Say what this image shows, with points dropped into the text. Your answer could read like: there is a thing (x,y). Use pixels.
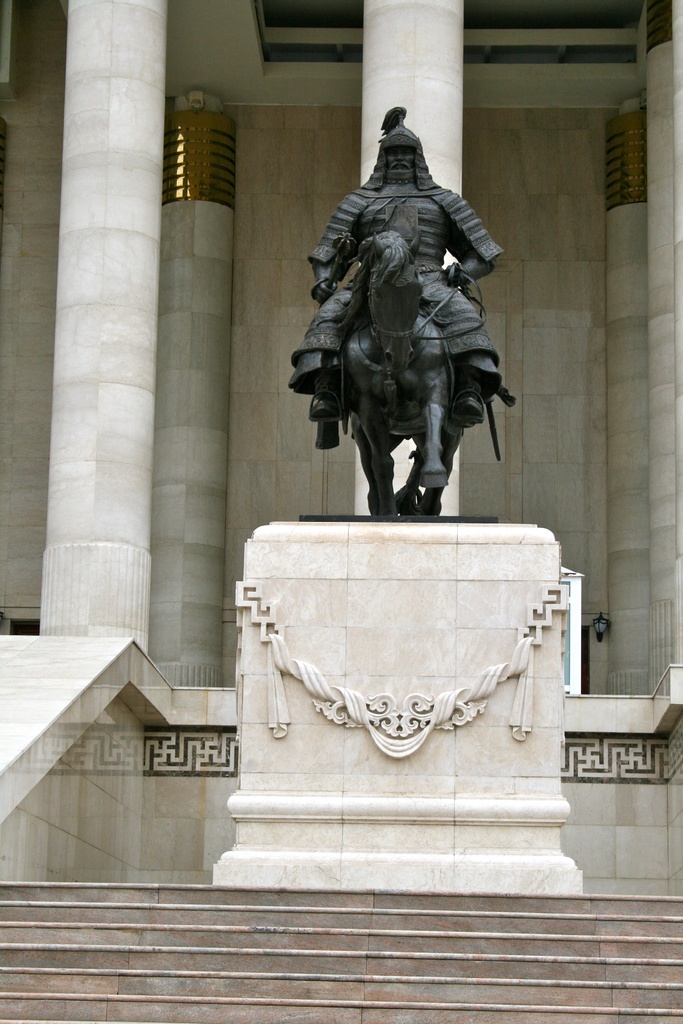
In this image we can see a statue (425,254) of a person (466,319) sitting on the horse (387,453), back of this statue (469,385) there are pillars (450,110) of the building (638,601). At the bottom (149,940) there are stairs (599,962).
